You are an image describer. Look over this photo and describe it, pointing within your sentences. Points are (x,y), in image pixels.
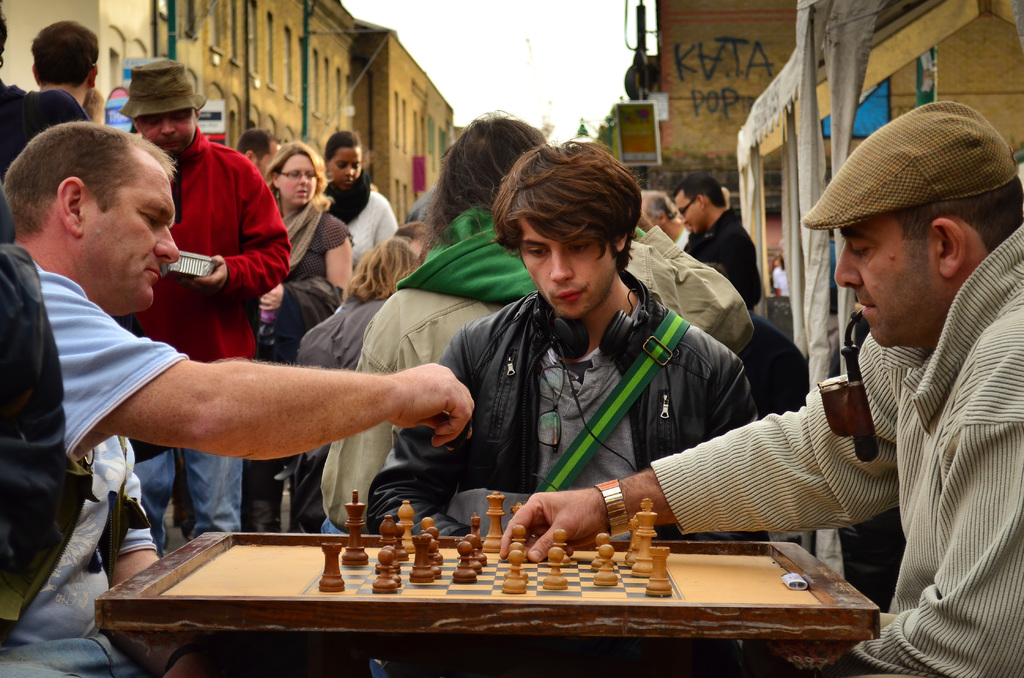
In this image we can see a few people (475,343), among them some are standing and holding the objects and some people (391,464) are sitting and playing the chess game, there are some buildings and poles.
